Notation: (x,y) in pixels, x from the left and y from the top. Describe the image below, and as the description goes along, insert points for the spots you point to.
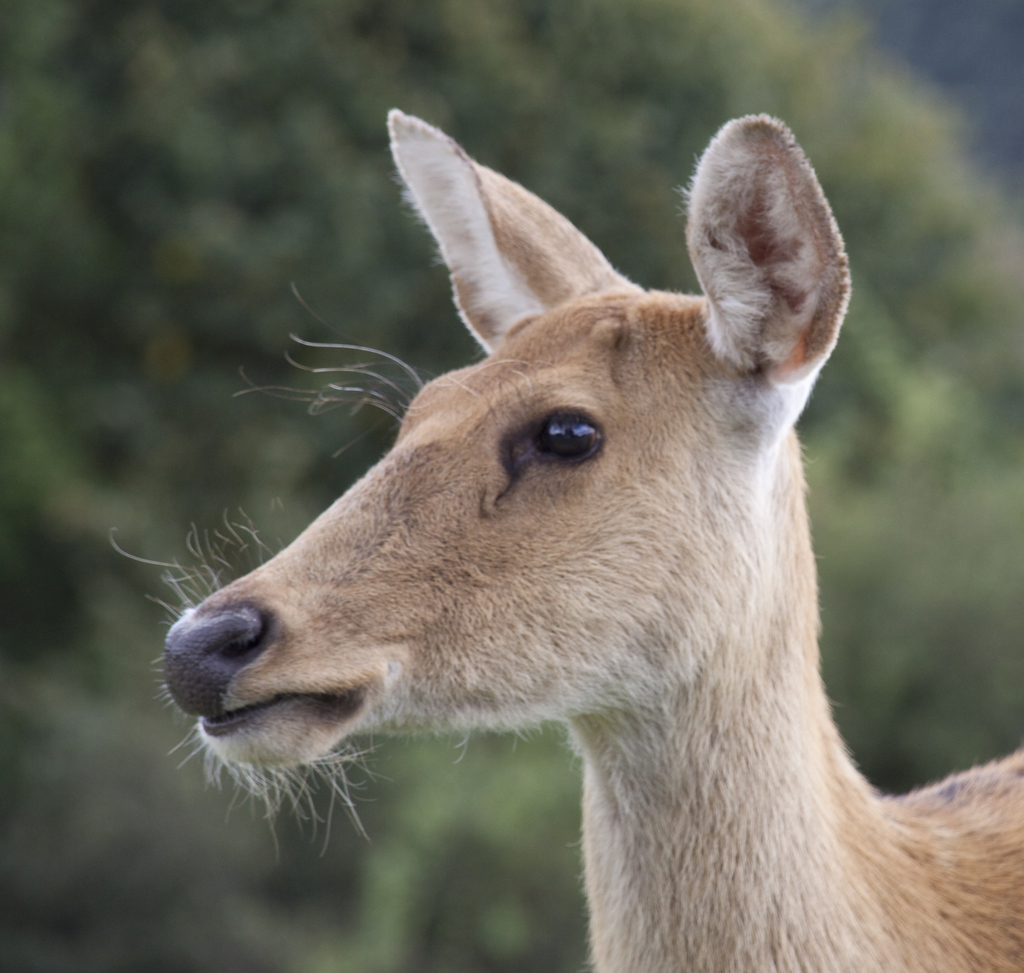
In this picture, we can see a deer (631,688). Behind the deer (566,602), there is a blurred background (19,709).
